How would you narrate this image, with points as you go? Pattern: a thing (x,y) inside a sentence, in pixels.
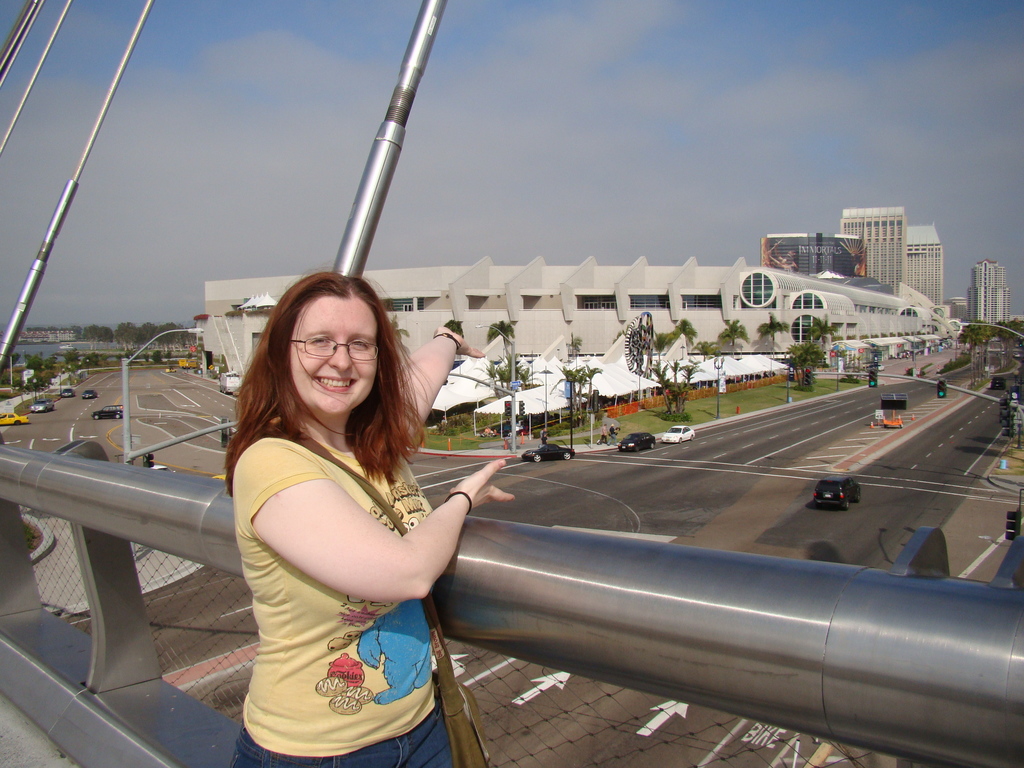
In this image there is a woman (405,617) standing on the bridge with a smile on her face (313,401), on the other side of the bridge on the road (452,464) there are cars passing through, on the other side of the road (737,466) there are trees (690,378) and buildings (905,293).
